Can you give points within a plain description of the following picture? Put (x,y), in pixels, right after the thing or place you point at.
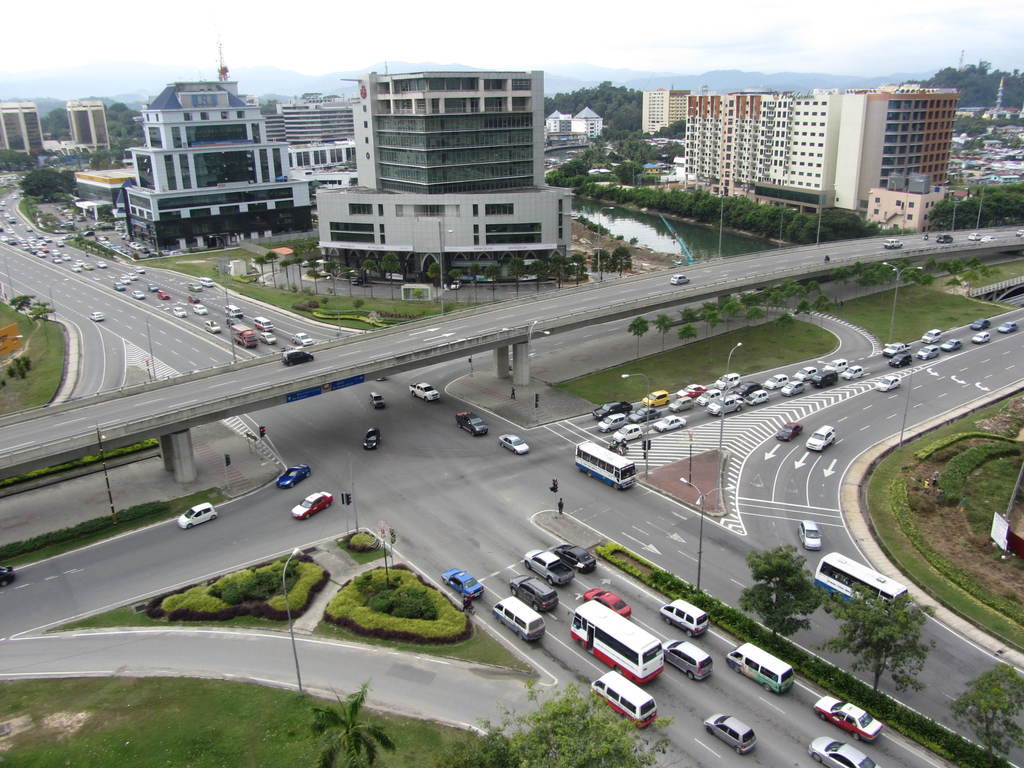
In this picture we can see vehicles (542,590) on the road (493,534), here we can see a bridge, buildings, trees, electric poles (631,376) with lights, water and some objects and in the background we can see mountains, sky (869,17).
